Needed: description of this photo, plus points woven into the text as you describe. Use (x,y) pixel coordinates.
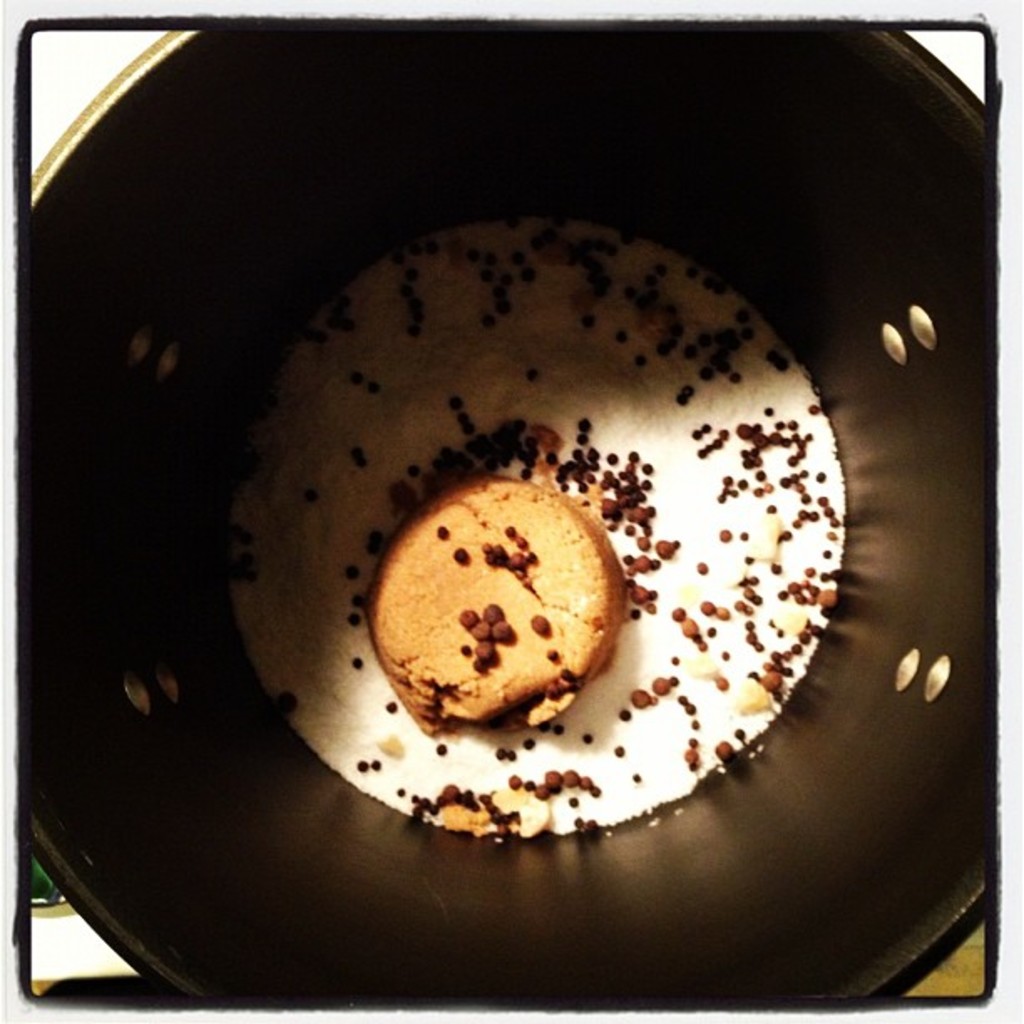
There is a biscuit (542,511) and other ingredients (585,427) in a bucket (765,135). The background (65,54) is white in color.
